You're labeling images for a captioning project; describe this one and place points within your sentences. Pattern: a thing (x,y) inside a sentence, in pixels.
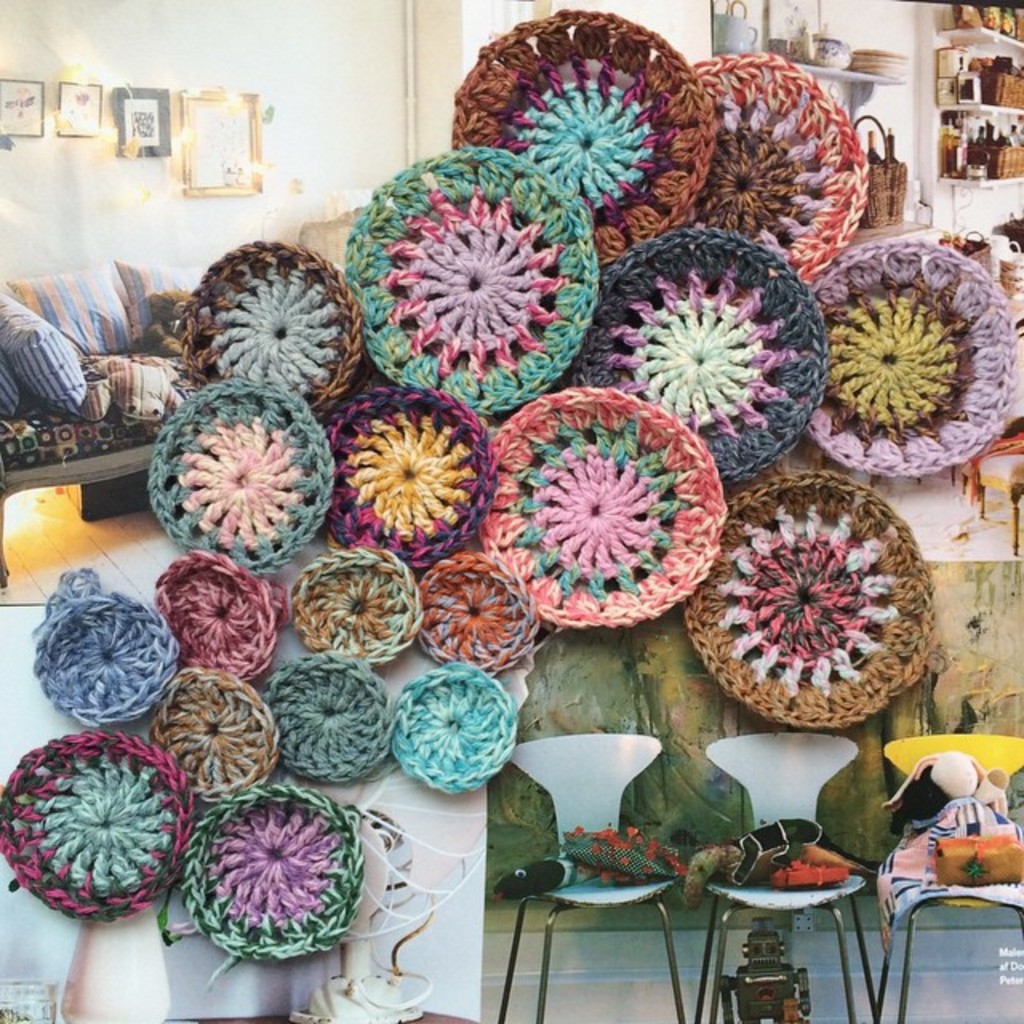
In the image we can see a woolen craft pattern (516,518). There are even chairs (619,815), on the chair (800,896) there are many objects (707,878) are kept. There are even pillows (65,371) and frames (192,145) stick to the wall (173,104). There is a shelf (985,110), on the shelf (948,118) there are many things (991,145) placed.
